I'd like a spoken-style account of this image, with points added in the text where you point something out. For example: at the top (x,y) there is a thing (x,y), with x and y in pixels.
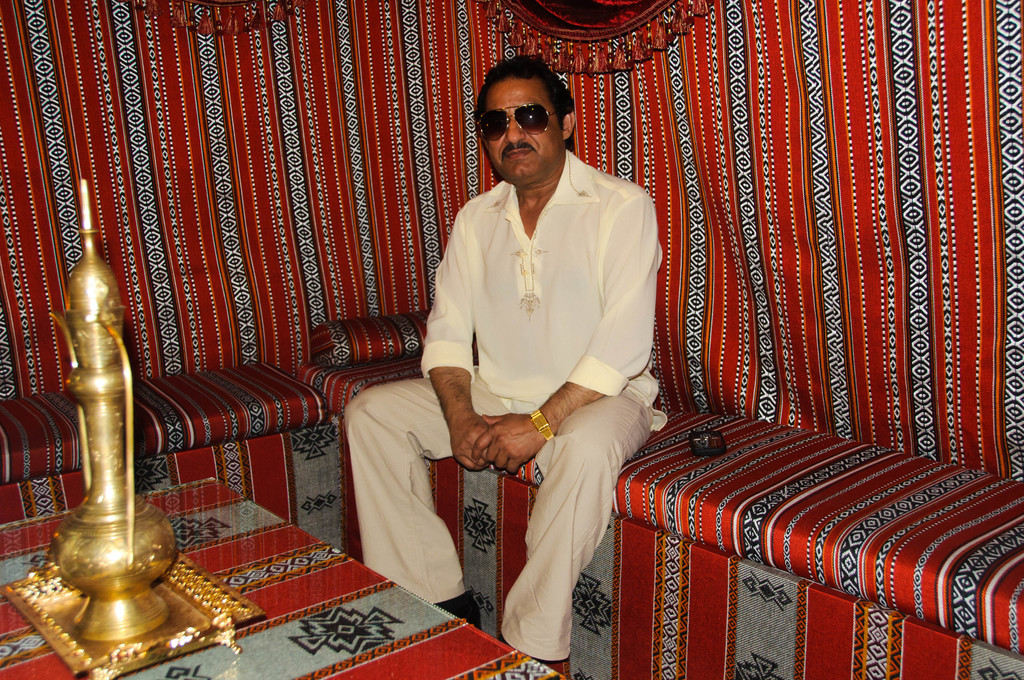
In this image we can see a person (527,385) wearing white color dress (558,323), black color spectacles (491,129) sitting on a bed (648,463) which is red in color, on left side of the image (99,502) there is a thing (112,536) which is in golden color and in the background of the image (357,84) there is a curtain (352,68) which is red in color.
